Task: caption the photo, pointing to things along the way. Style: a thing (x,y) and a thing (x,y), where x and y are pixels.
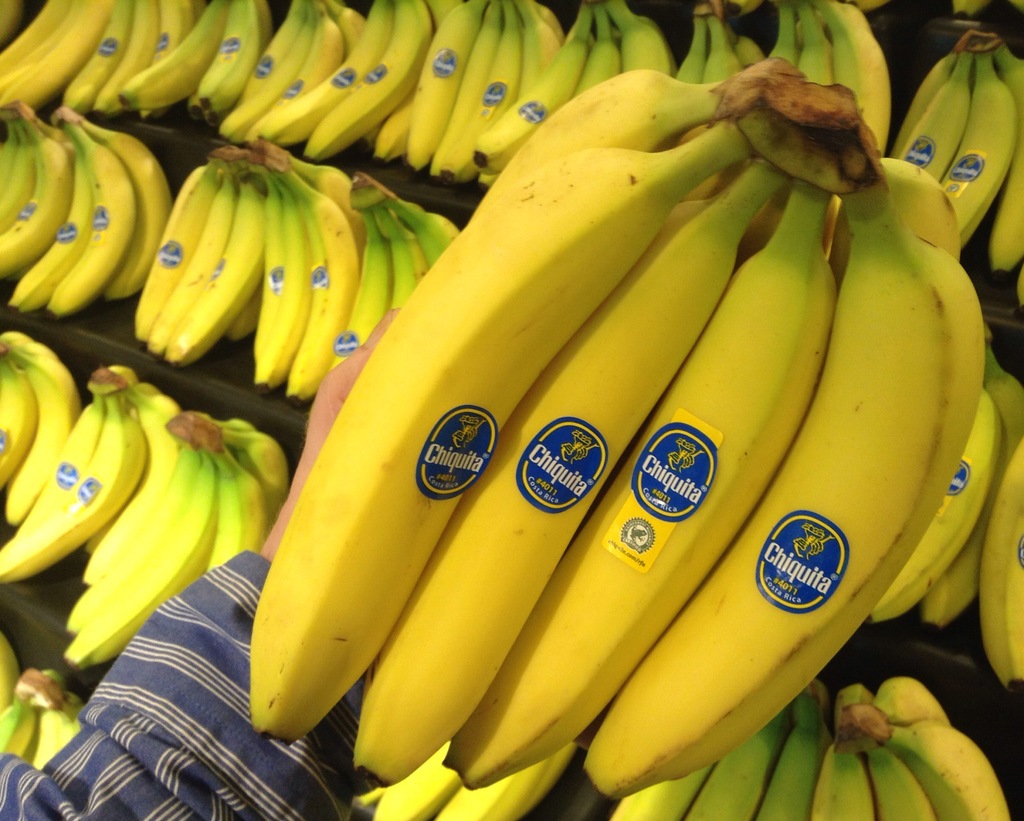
Here we can see bananas (130,9), on these bananas (404,508) we can see stickers (455,470) and we can see bananas (368,452) hold with hand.
